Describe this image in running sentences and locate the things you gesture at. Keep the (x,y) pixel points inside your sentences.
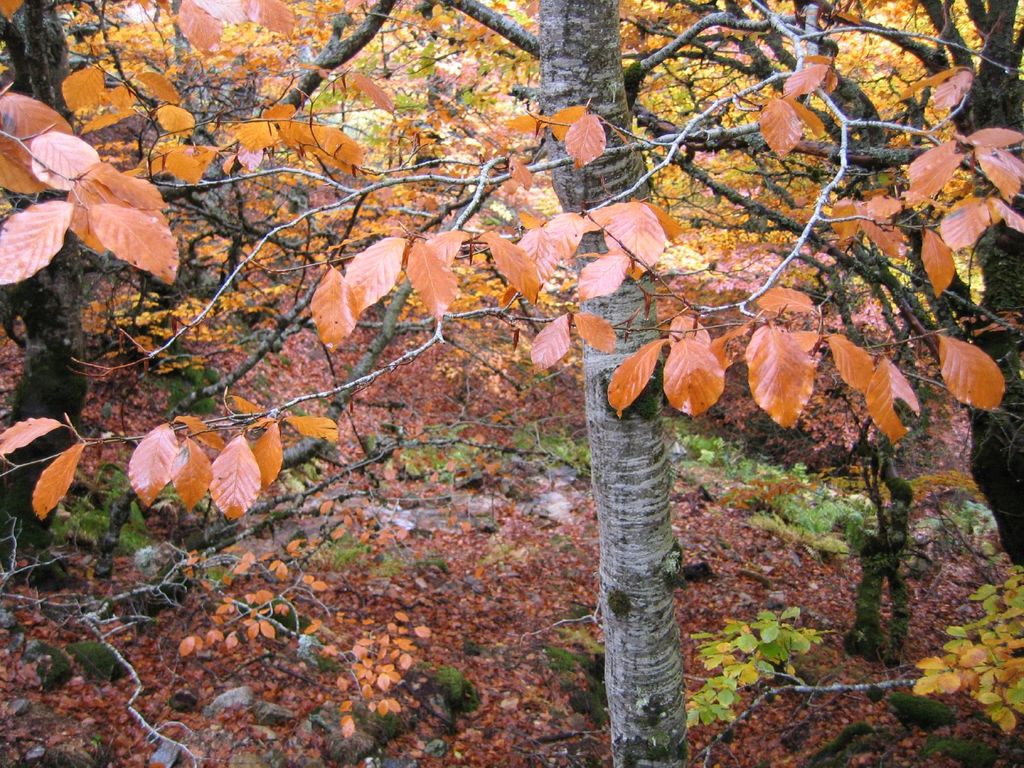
In this image I can see few trees (521,282). Leaves (485,269) are in yellow, green, orange and brown color.
